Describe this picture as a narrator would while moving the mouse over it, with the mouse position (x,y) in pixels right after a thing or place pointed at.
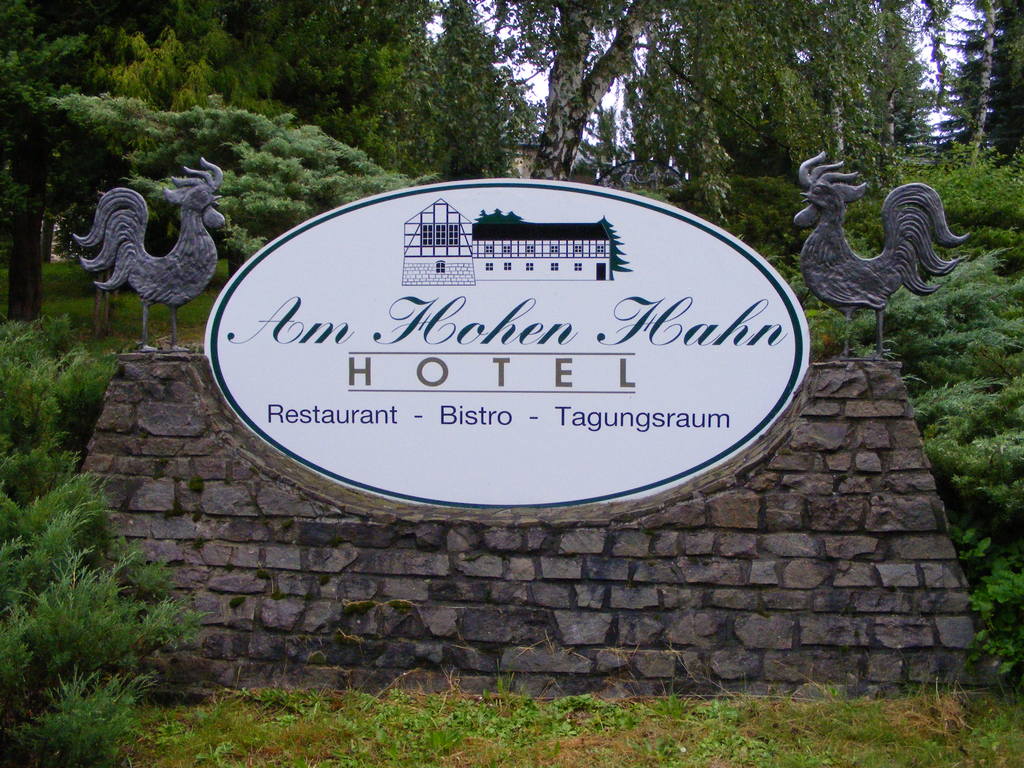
In this image we can see many trees (339,98) and few plants (70,491). There is a board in the image. There is some text (493,361) on the board (485,376). We can see the sculpture (185,269) of the birds (147,277).
